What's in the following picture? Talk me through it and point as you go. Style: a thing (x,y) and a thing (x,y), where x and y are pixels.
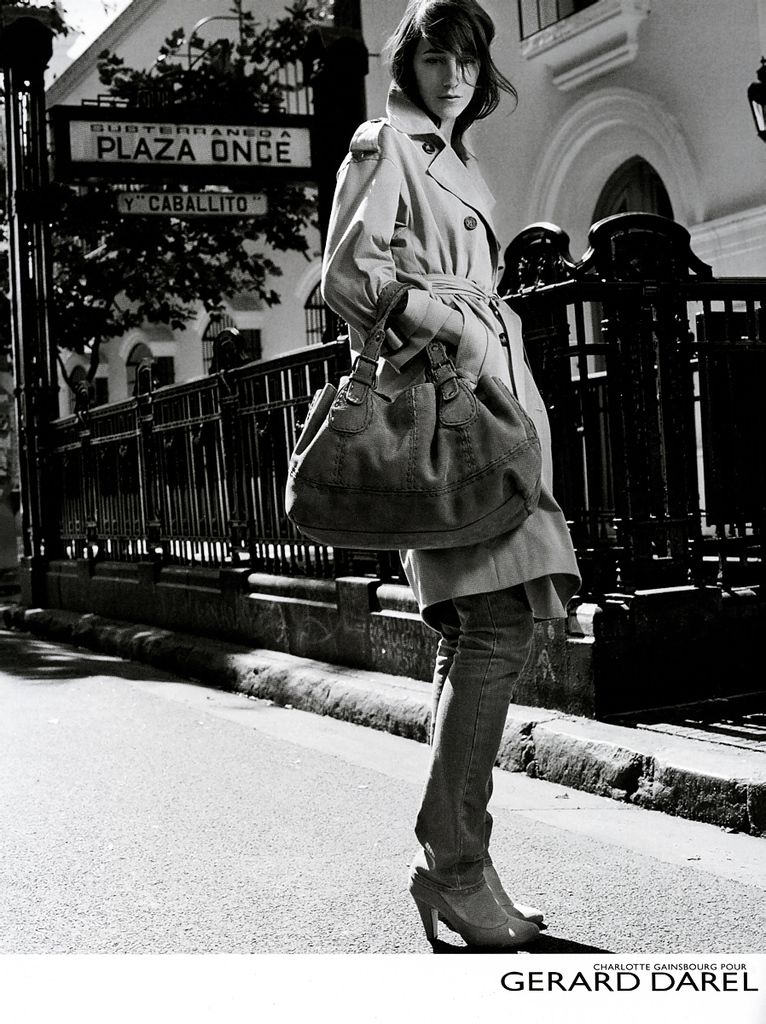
It is a black and white image, it looks like a cover page of a magazine, there is a woman (469,735) standing in the street (391,822) she is wearing a handbag (493,434), behind her there is a pole (45,239) and to the pole (26,119) there are two boards (292,145), to the right side (558,171) there is a building (522,121).
